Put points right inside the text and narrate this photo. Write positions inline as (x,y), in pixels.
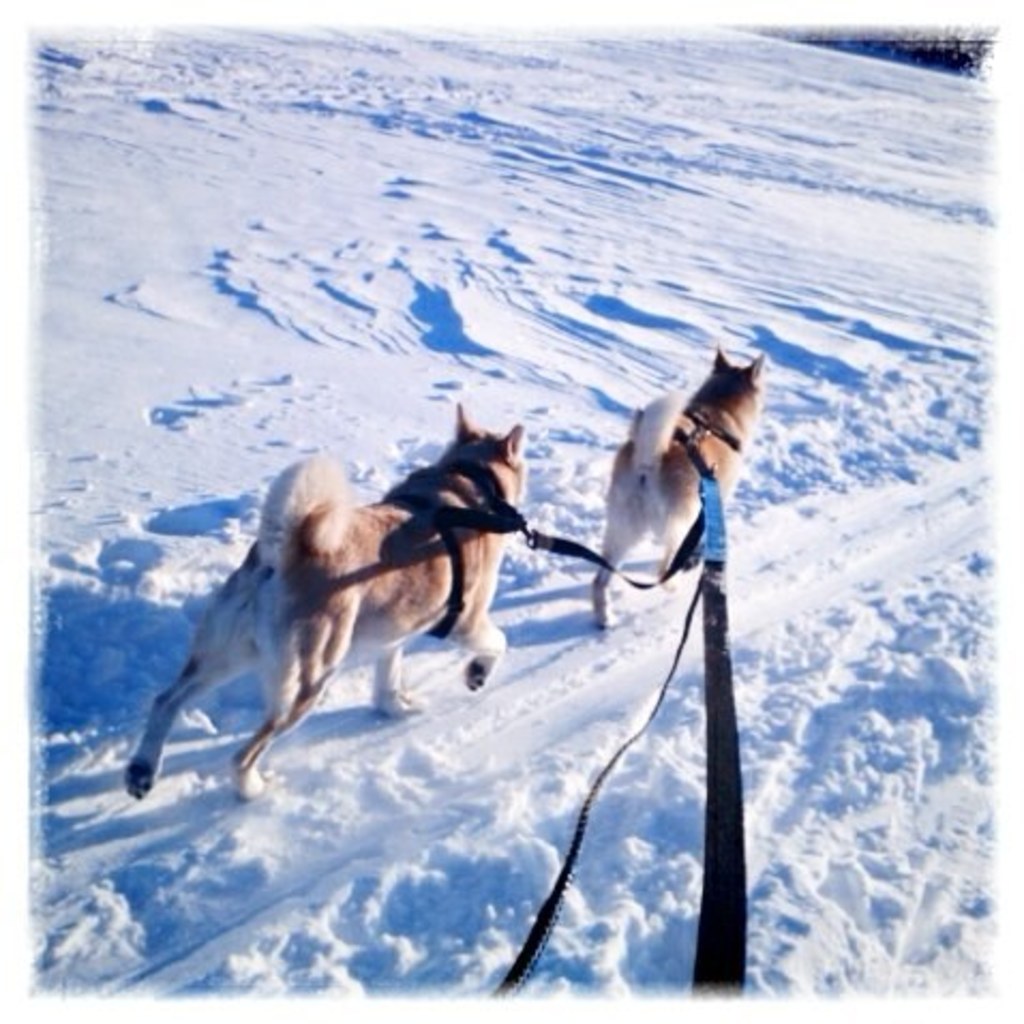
In this image we can two dogs (210,641). We can see snow (691,366) on the land (888,503). We can see collar (496,507) around the necks (722,438) of the dogs (664,544).
